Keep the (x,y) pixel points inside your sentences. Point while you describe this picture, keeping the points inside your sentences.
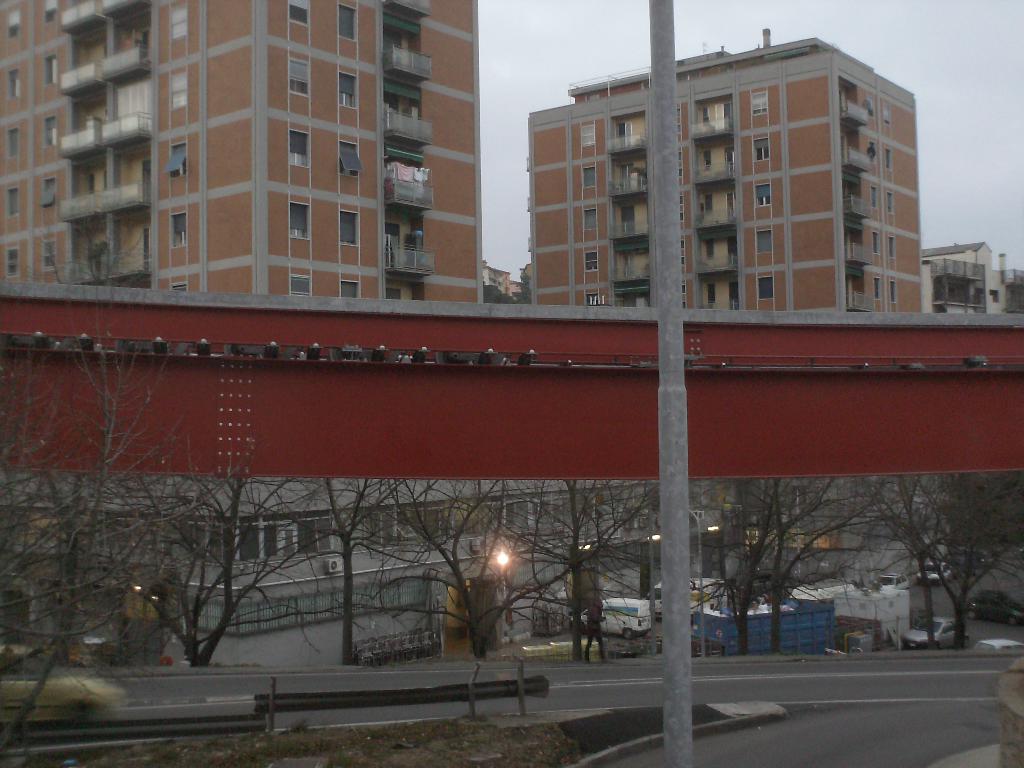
In this image in front (677,594) there is a pole (667,395). At the center of the image (505,377) there is a bridge (775,388). At the bottom of the image (844,683) there are cars (920,645) parked on the road (888,698). In the background (391,569) there are trees (495,534), lights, buildings (645,199) and sky (906,79).
